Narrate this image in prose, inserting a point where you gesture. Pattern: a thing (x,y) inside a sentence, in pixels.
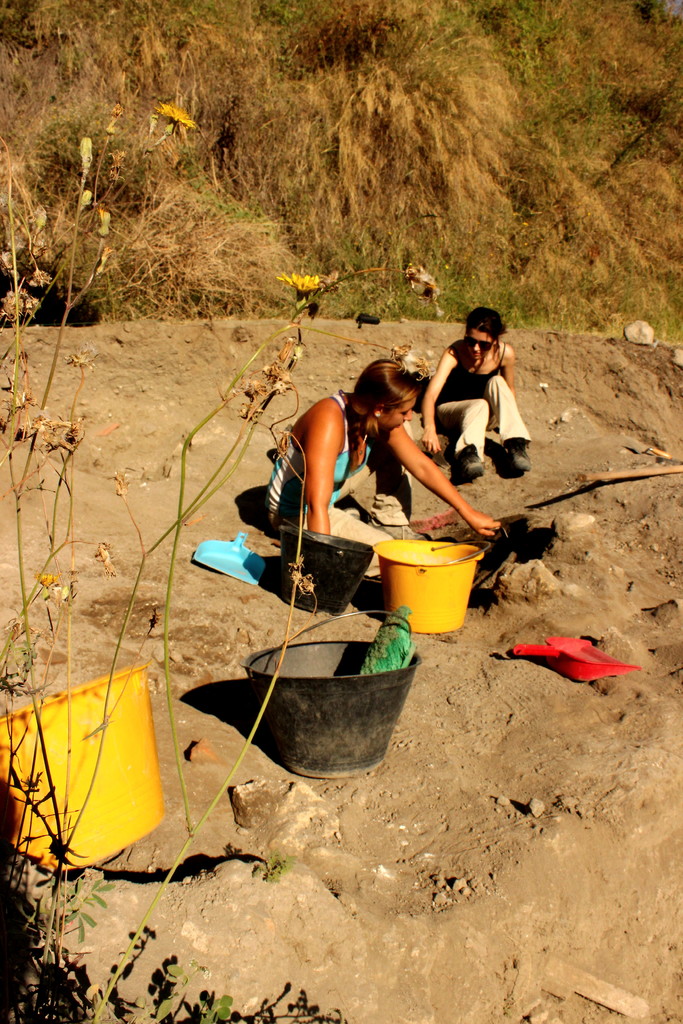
In the image we can see there are people (453,413) sitting on the ground (458,670) and there is mud (311,856) on the ground (245,701). There are buckets (93,836) and baskets (303,721) kept on the ground (665,596). Behind there are dry plants (253,254).
